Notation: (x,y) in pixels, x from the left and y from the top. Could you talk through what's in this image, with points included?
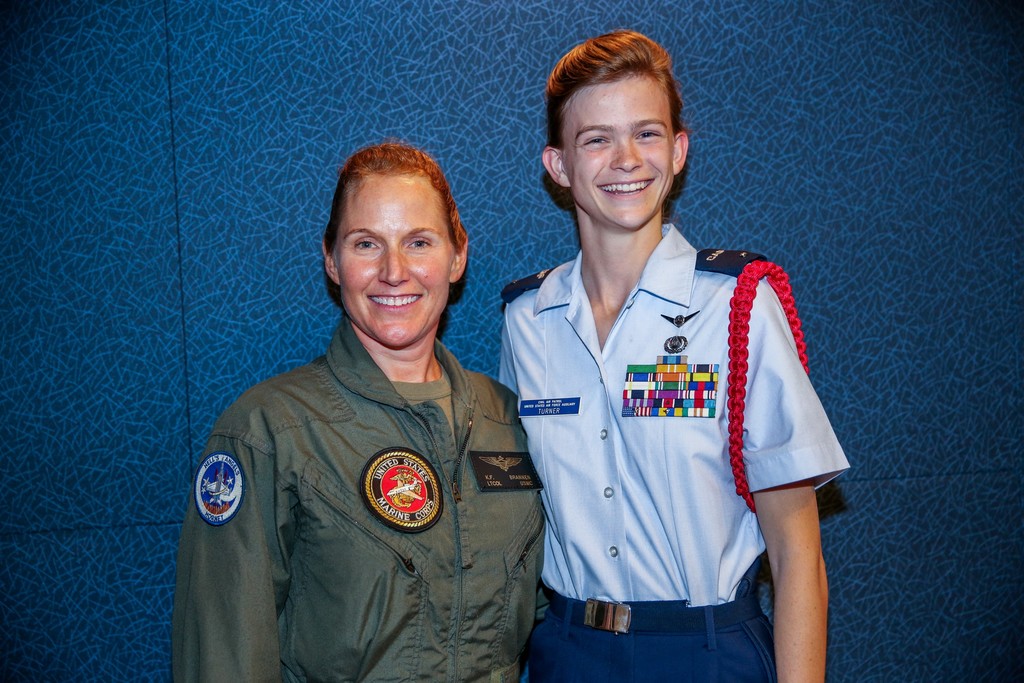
In this picture we can see couple of people (695,391) and they both are smiling.
